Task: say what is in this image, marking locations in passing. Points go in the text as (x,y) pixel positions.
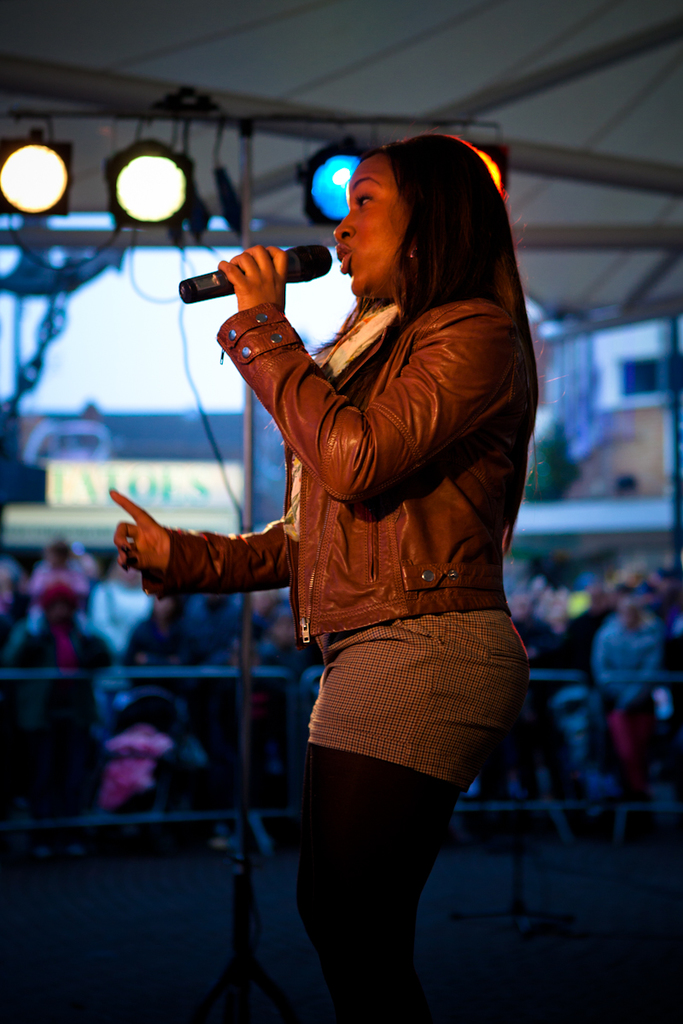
In this image one person (333,489) is singing the song on the stage (526,923) and holding the mike (308,275) in front of the people (178,693) there are so many persons (648,583) are standing and the background (271,478) is dim.
